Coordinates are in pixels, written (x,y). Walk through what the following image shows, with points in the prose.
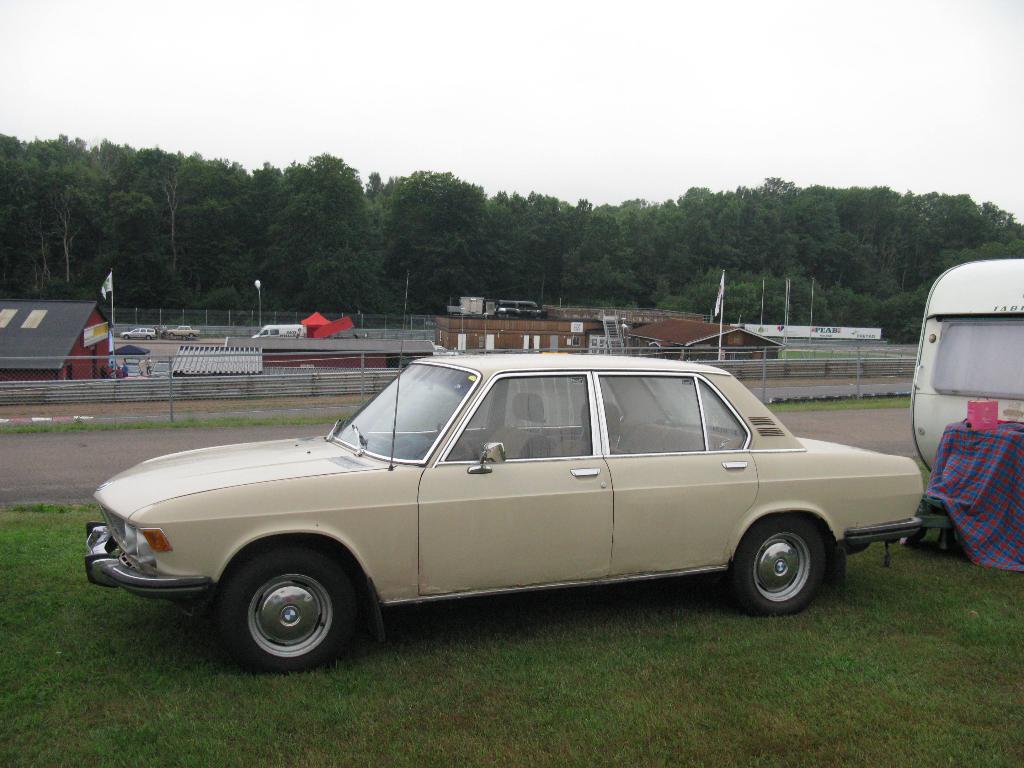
This image is taken outdoors. At the top of the image (307,98) there is the sky (844,123). In the background (506,225) there are many trees (158,255) and plants (716,280) with green leaves (748,285). There are a few houses (477,316) with walls (87,349), windows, doors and roofs (60,335). There are two flags (719,297). There are a few poles (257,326). A few vehicles (175,330) are moving on the road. There is a tent (315,327). At the bottom of the image (294,690) there is a ground (122,687) with grass (716,663) on it. In the middle of the image (505,504) two vehicles (695,497) are parked on the ground (388,659).
